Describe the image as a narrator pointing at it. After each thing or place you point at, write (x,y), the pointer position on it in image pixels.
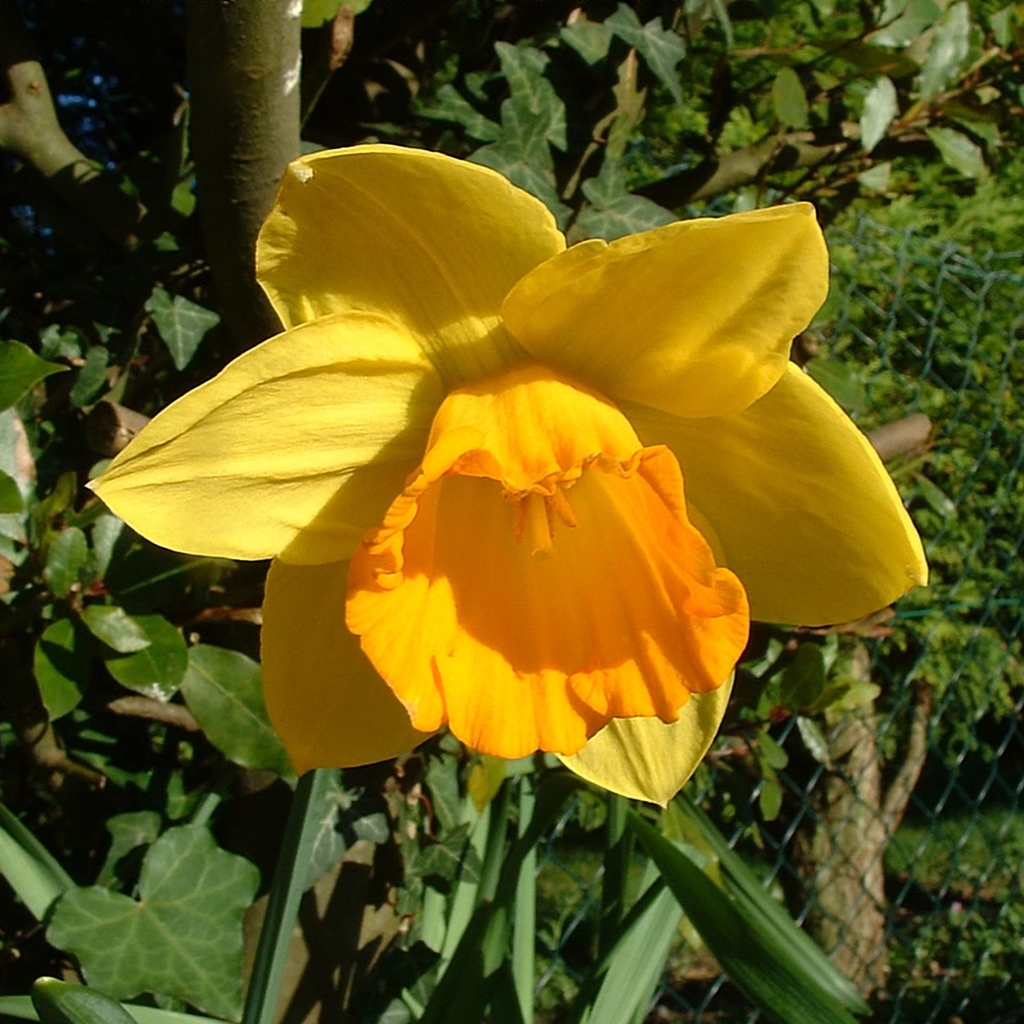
In the middle of this image (430,363) there is a yellow color flower (355,520). In the background (251,861) there are some plants (468,855). In the bottom right-hand corner (845,831) there is a net fencing (928,804).
